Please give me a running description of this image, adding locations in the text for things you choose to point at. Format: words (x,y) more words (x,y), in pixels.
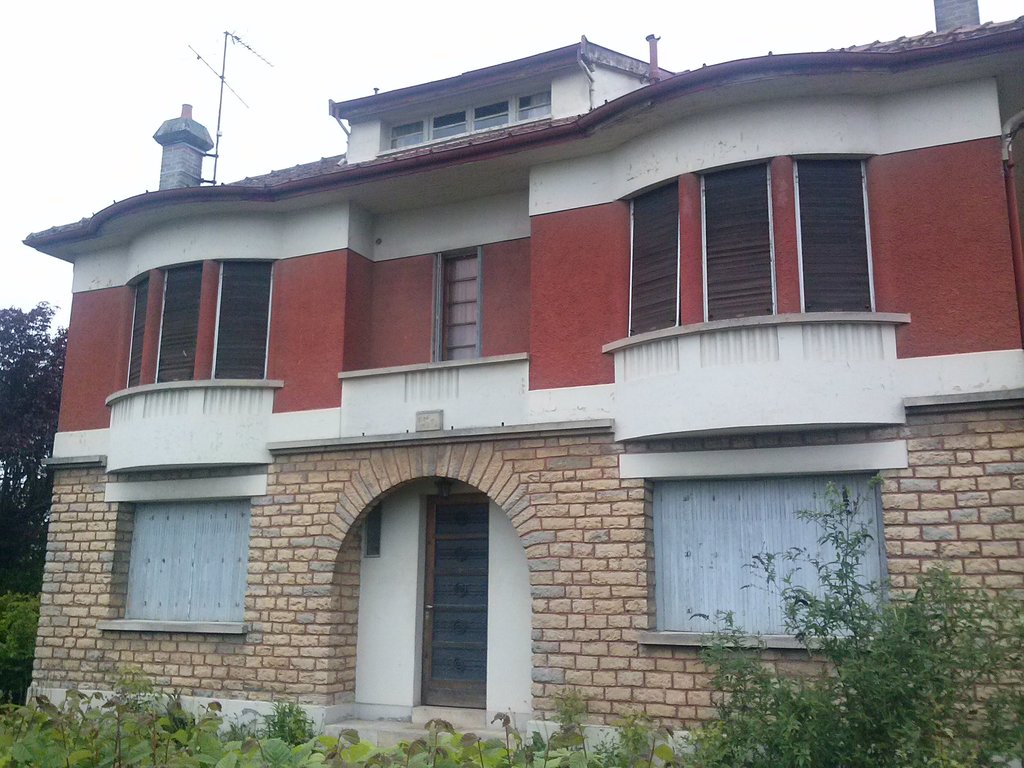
In this picture I can see a building (428,347) and a tree (32,415) and few plants (101,718) and I can see sky (10,280).
